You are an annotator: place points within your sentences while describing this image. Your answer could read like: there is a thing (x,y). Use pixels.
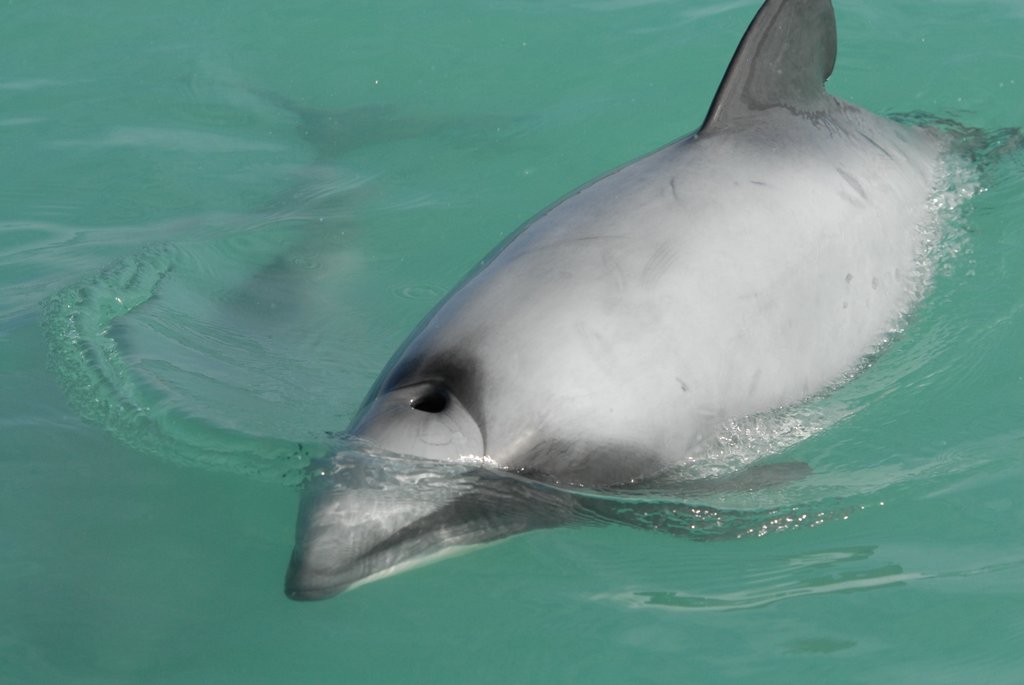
In the image we can see a dolphin (322,534) in the water (520,535).
